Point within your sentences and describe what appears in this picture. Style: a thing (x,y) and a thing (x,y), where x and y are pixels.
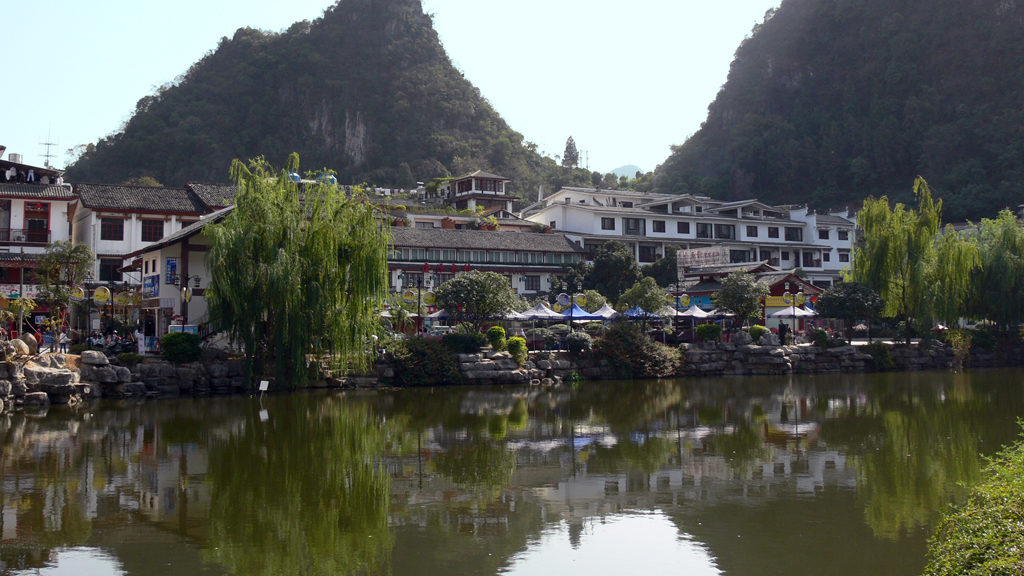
In the picture I can see the water (535,405), trees (258,333), rocks (193,363), buildings (530,274), mountains (437,102) and plants (409,342). In the background (523,61) I can see the sky (569,66).
